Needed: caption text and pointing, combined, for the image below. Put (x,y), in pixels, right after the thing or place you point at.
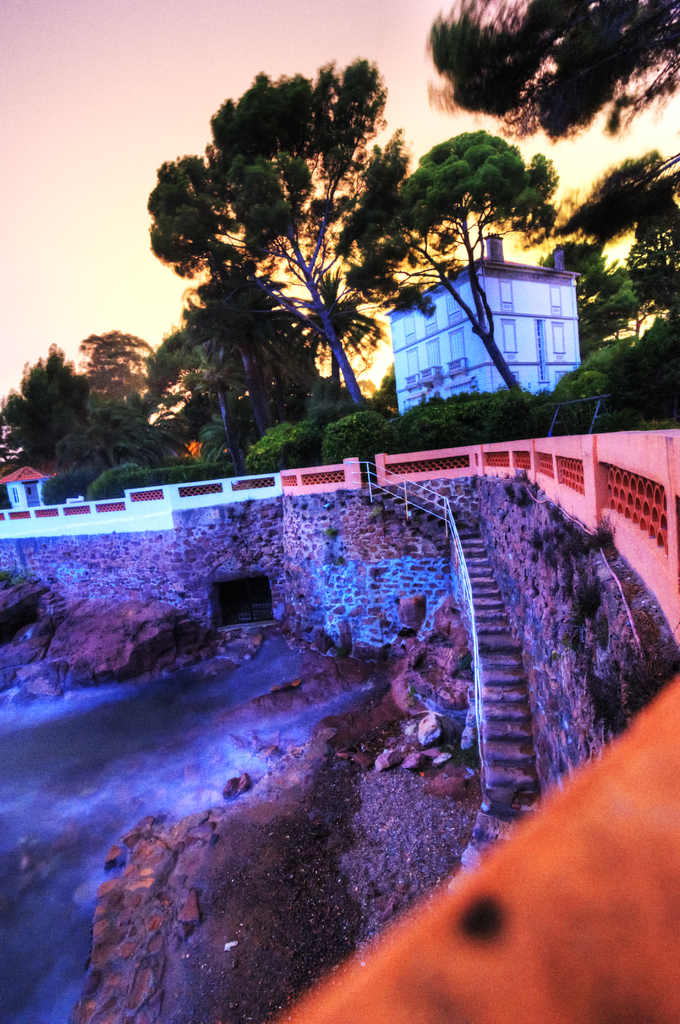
Here in this picture on the right side (503,333) we can see a house (545,305) present and we can see the ground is covered with grass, plants (631,427) and trees (292,385) present and we can see the sky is clear and in the middle (438,514) we can see railing (7,537) present all around there and beside that we can see steps (474,556) present in the middle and on the left side (218,693) we can see some water (243,722) flowing through a place.
